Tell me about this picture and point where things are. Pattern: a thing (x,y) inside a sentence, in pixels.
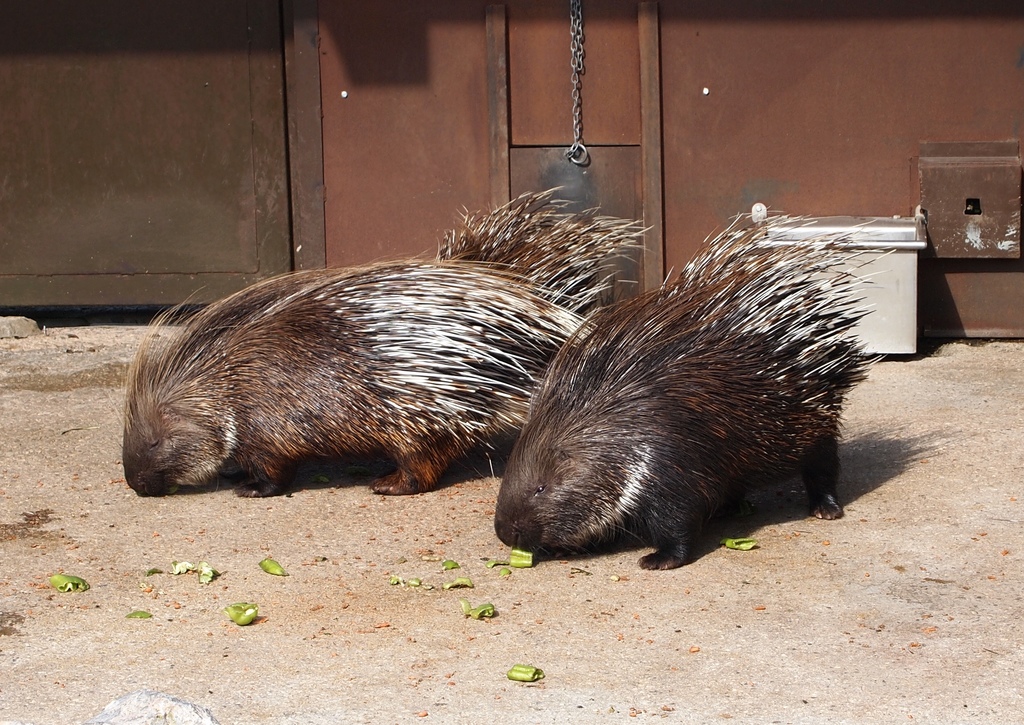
In this picture I can see couple of porcupines (385,386) on the ground (305,549) and I can see couple of metal boxes (903,233) on the right side (994,234) and looks like a metal wall (618,56) in the background (342,103).
